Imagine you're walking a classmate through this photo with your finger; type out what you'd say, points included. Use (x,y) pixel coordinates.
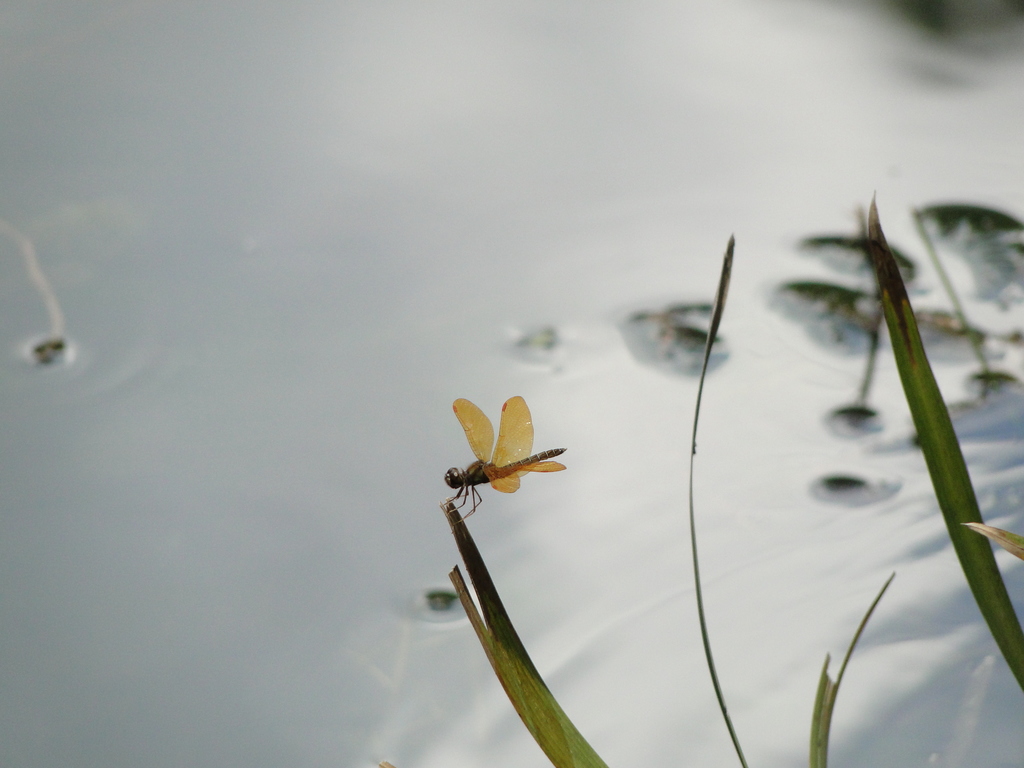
On the right side (951,531) few leaves (920,434) are visible. On a leaf (457,525) there is a Dragonfly (480,455). The background (726,104) might be the water (282,432).
